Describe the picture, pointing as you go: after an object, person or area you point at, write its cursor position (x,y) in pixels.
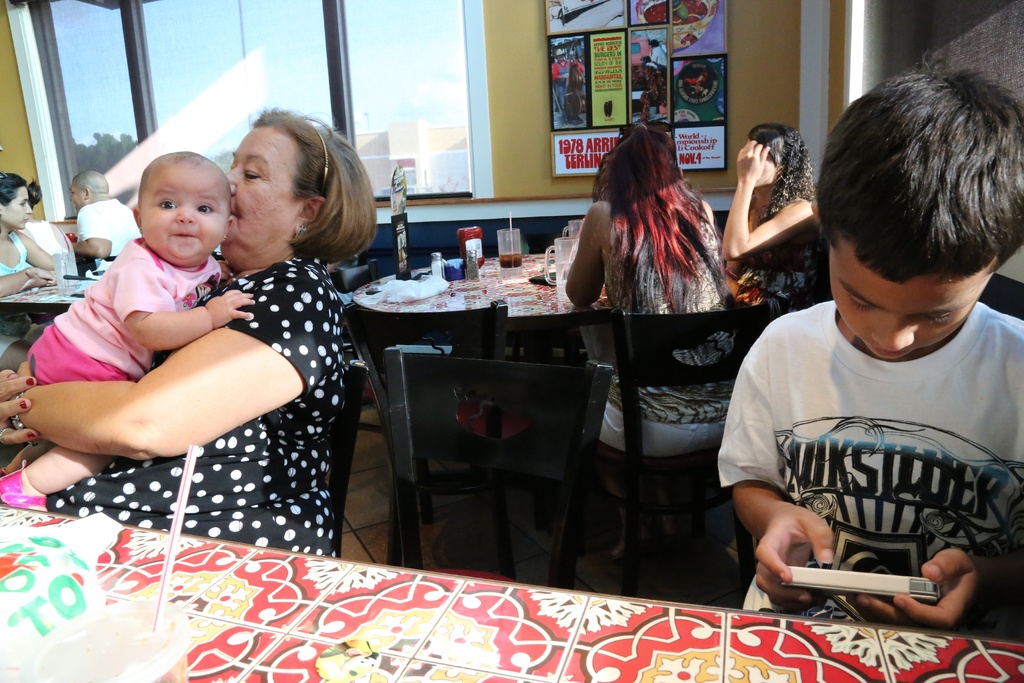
The picture consists of people (655,277) sitting on their chairs (569,458) and at the right corner of the picture (879,496) a boy (899,514) is watching mobile (873,591) in his hands (865,603) and at the left side of the picture (314,452) a woman (305,472) in black dress (253,451) is holding a baby (104,358) in pink dress (125,319) in front of him there is a table (204,595) on which there is a cup (178,665) and straw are present and behind them there is another table (451,300) where so many glasses (557,251) are present and at the corner of the table (499,276) there are two women (715,293) sitting and beside them there is a big wall (513,113) and poster (566,90) on it and there is a big window (160,36) with glass doors (139,157).
